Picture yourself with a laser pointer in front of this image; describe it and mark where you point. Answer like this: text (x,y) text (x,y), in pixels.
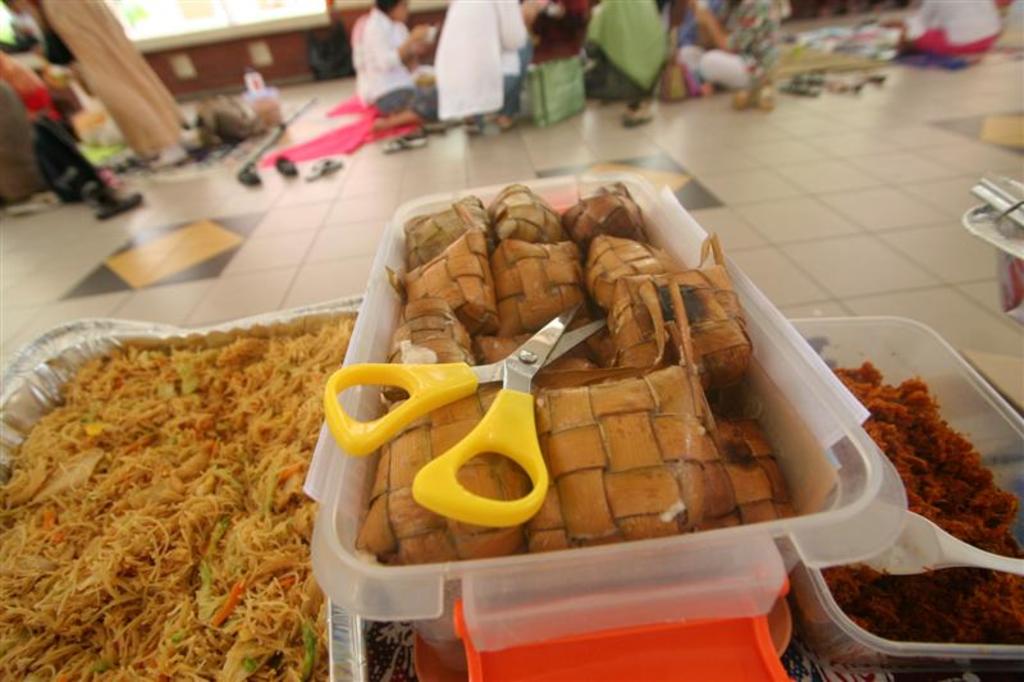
In this image, we can see food (461,264) in the boxes (711,596) and we can see scissors (373,436) and a spoon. In the background (327,125), there are people (421,92) and we can see some objects (211,140) on the floor (763,183).
